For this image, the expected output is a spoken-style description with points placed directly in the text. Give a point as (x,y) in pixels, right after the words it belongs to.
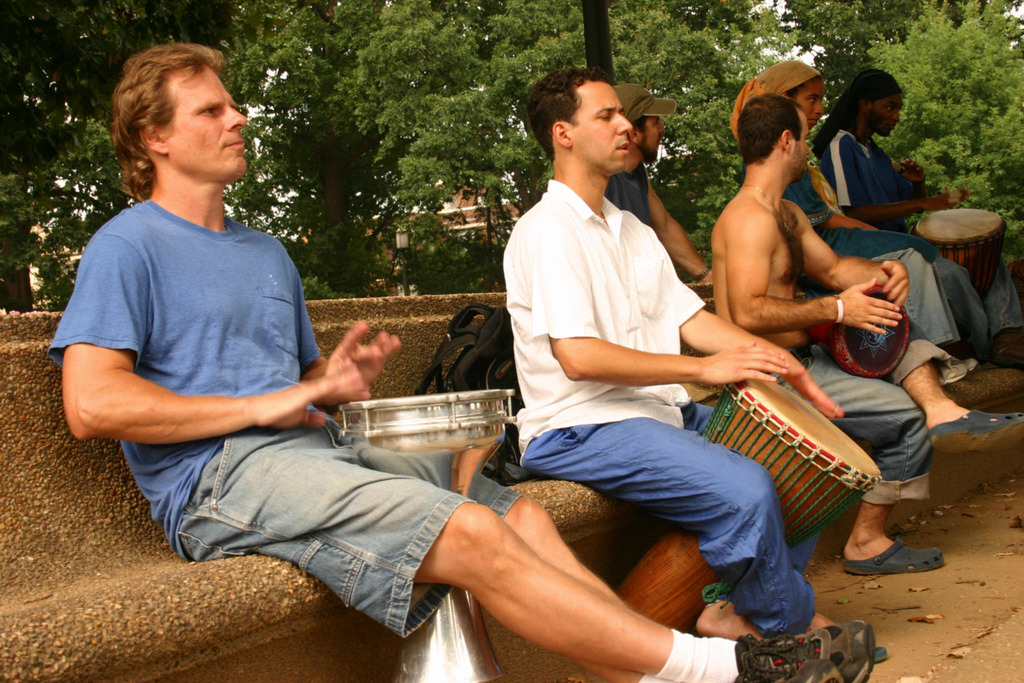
There are group men (680,482) sitting and playing drums (899,348).
